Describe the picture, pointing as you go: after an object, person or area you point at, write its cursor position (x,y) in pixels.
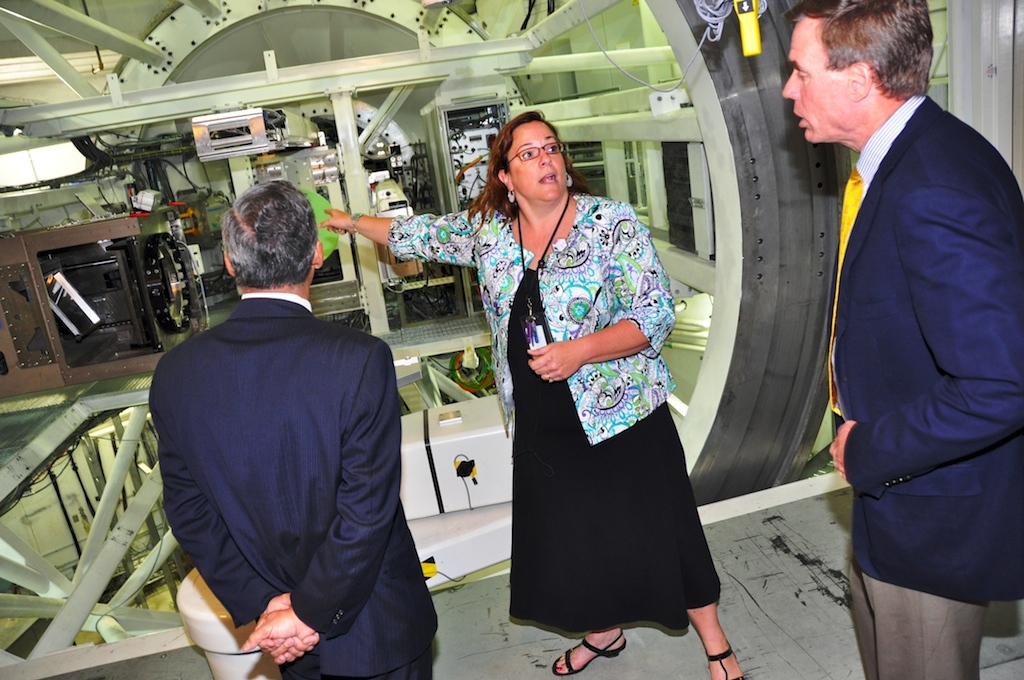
In this picture we can see a woman (634,504) wearing white and blue jacket (627,382), standing in the front (551,387) and explaining something. In the front (230,477) we can see two men (236,462) wearing dark jackets (249,436), standing and listening to her. Behind there is a machine (198,217) and white metal frames (359,176).
